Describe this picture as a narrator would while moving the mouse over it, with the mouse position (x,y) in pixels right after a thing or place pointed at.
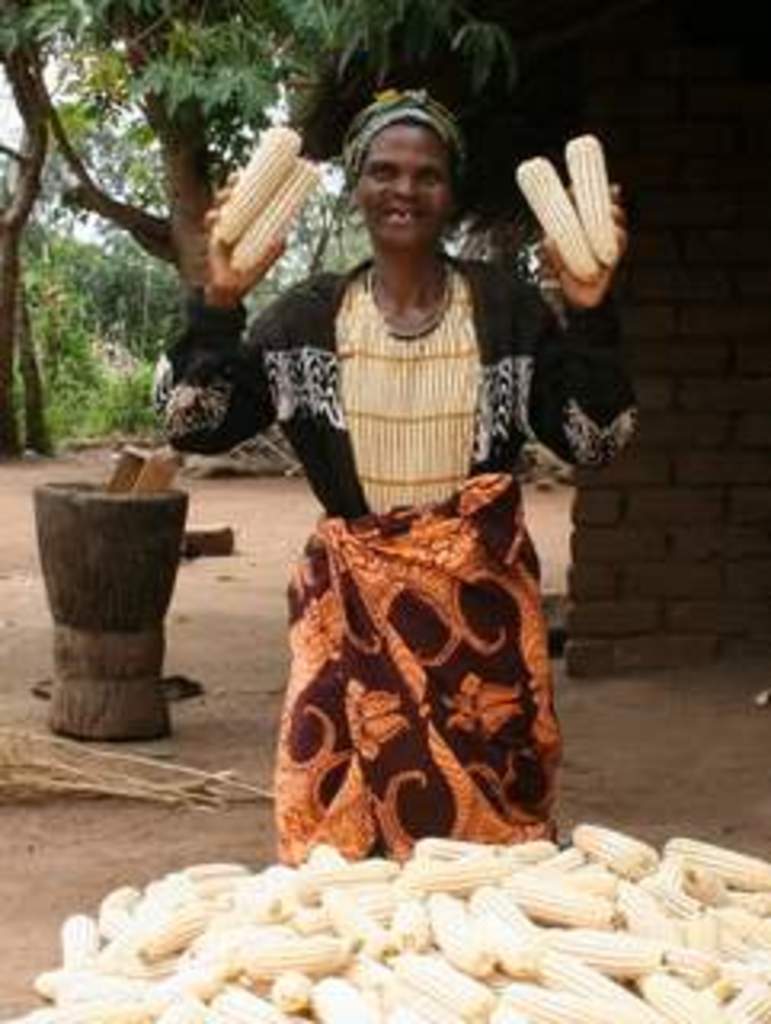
This picture is clicked outside. In the foreground (628,936) we can see there are many number of corn (380,923) placed on the ground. In the center (376,351) there is a person (356,302) smiling and holding corn (569,235) and standing on the ground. In the background (150,537) we can see there are some objects (171,559) placed on the ground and we can see the sky (55,80), trees (40,170), plants (89,398) and a brick wall (648,270).
